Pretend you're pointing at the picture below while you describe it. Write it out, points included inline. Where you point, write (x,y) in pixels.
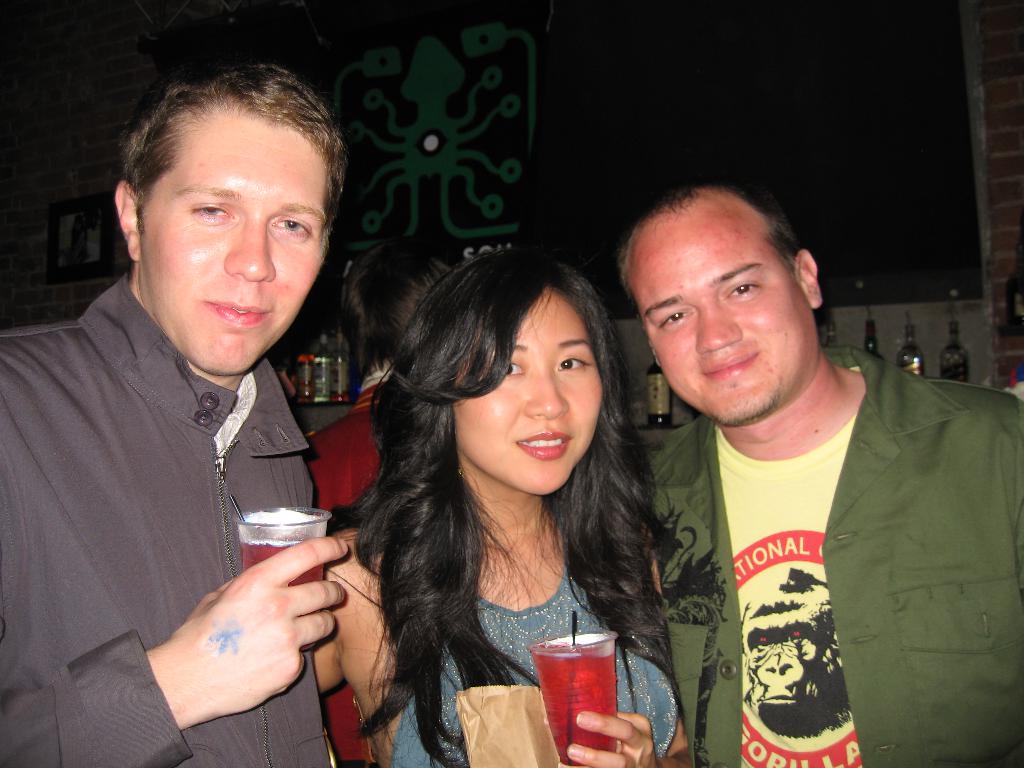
This picture shows of two men (270,475) and a woman (512,536) in the middle (515,403) holding a cup (561,688) with some drink (560,684) in her hand (588,723). The left side man (283,609) is also holding a cup (253,558) in his hand (255,573). In the background (958,350), there are some bottles (916,354) and all of them were smiling here.
